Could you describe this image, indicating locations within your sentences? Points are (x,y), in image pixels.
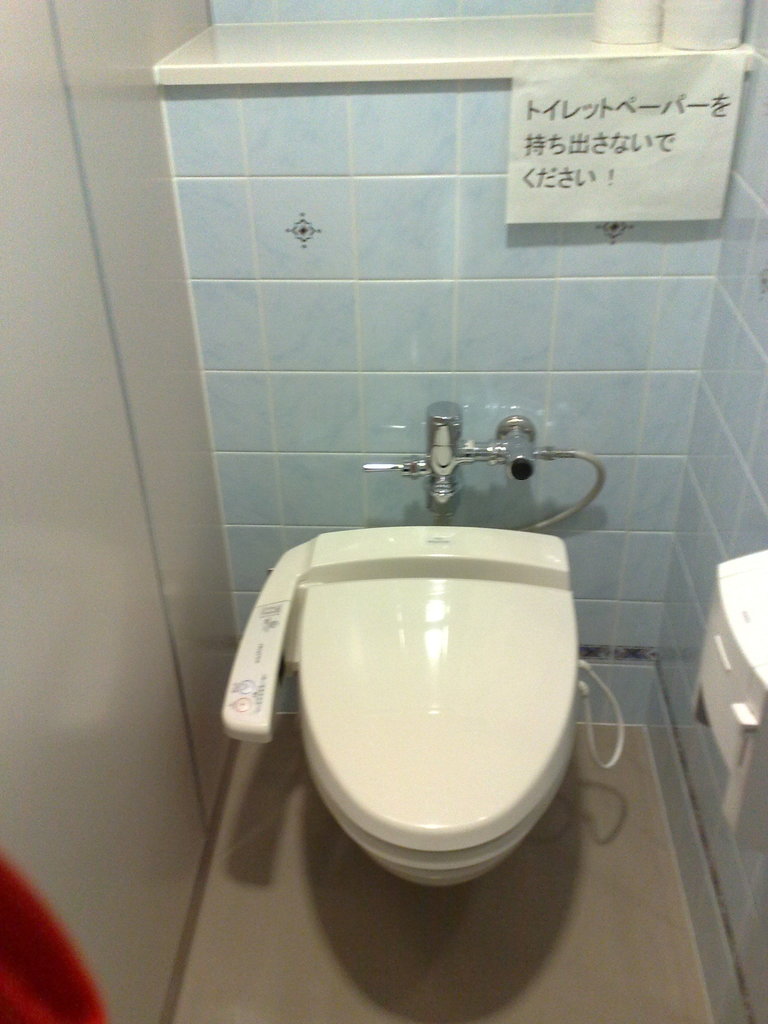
In this image there is a toilet seat (251,649), a paper (544,197), there are paper rolls (640,27), tiles (572,395) and an object (762,728).
